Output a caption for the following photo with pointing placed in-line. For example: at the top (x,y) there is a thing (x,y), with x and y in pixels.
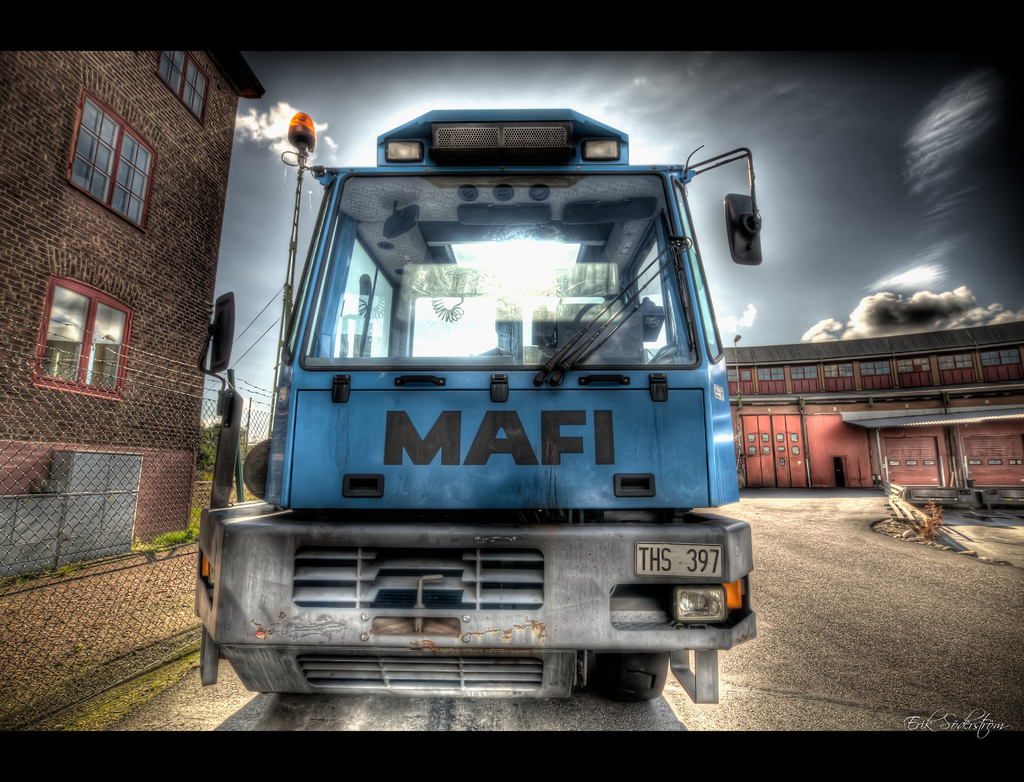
This is a picture. There is a truck (450,399) with a number plate (691,551). On the left side (174,529) there is a building (121,254) with windows (97,188). On the right corner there is a watermark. In the background (893,441) there is a building (923,427) and sky (898,269) with clouds (892,310).
